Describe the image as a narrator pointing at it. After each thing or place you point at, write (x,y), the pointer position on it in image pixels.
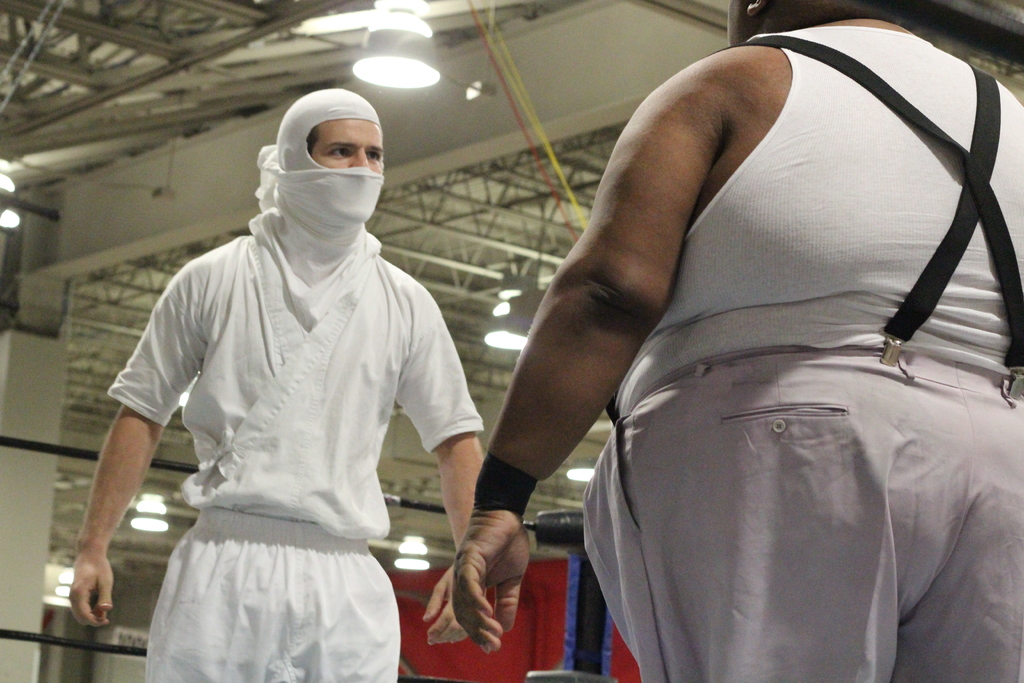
There are two persons (427,359) standing. One person (333,232) is wearing scarf (318,185). On the ceiling (281,45) there are lights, rods (496,208). In the back (536,637) there is a red color thing (529,625).
